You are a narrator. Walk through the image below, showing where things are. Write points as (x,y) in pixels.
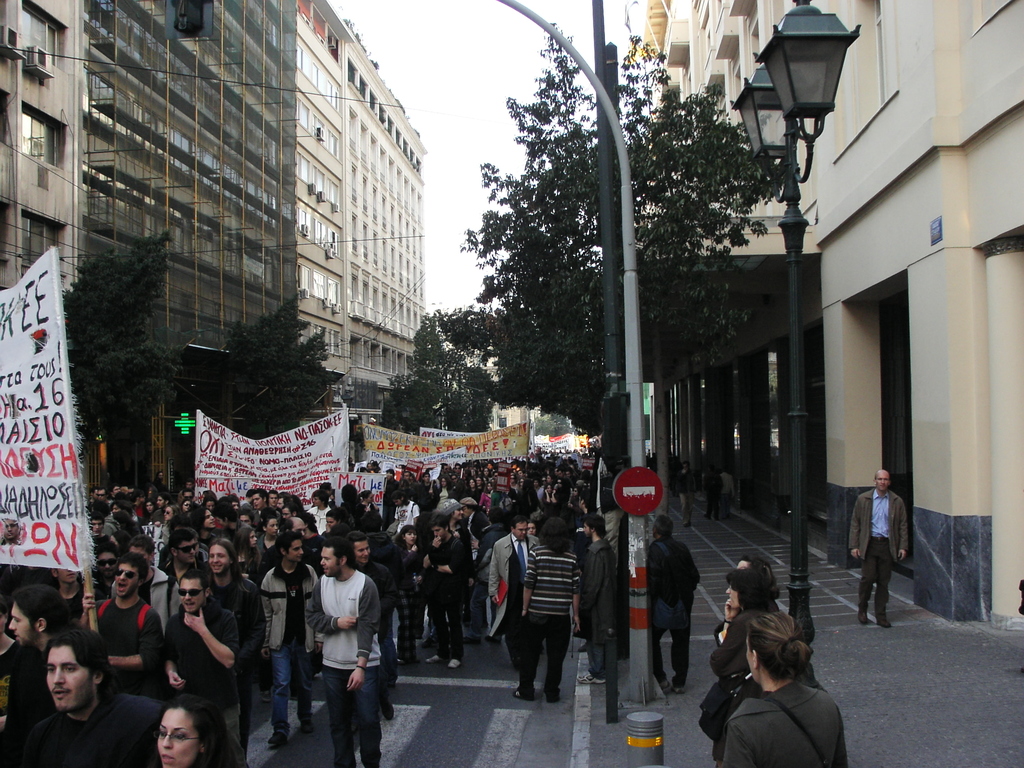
In this image we can see many people (168,650) are walking on the road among them few are holding banners (19,491) in their hands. Here we can see poles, light poles (799,606), trees (657,390), buildings (135,69) and the sky (523,26) in the background (509,167).
